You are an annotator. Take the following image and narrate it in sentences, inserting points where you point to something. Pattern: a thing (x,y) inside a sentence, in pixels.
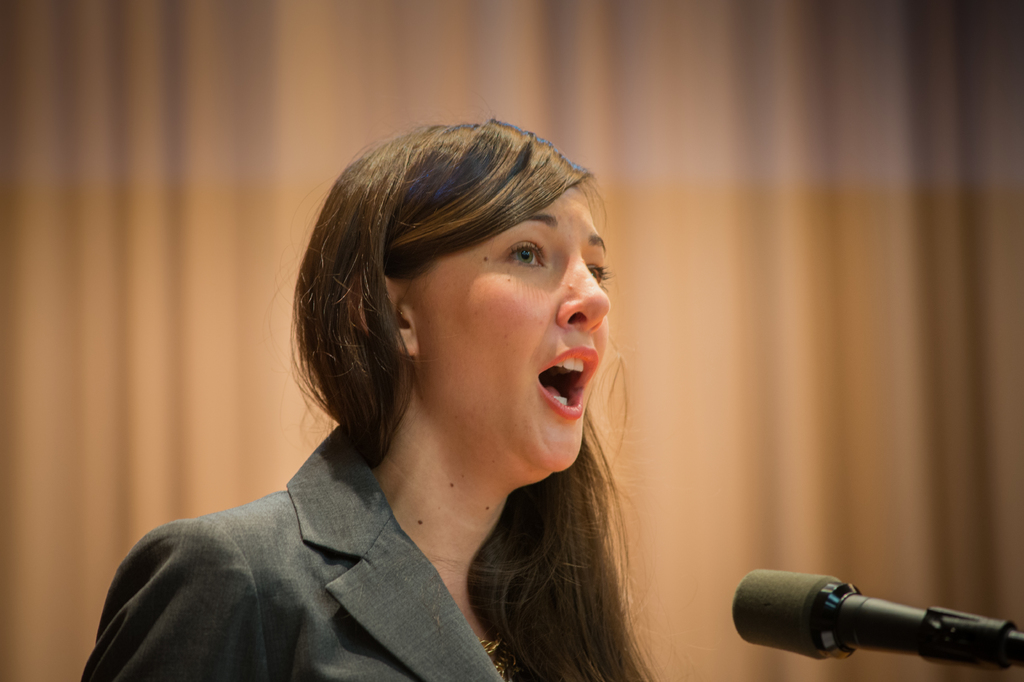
In this picture we can see a woman (331,505) talking. There is a microphone (792,609) on the right side (792,609). We can see a creamy background (205,226).
